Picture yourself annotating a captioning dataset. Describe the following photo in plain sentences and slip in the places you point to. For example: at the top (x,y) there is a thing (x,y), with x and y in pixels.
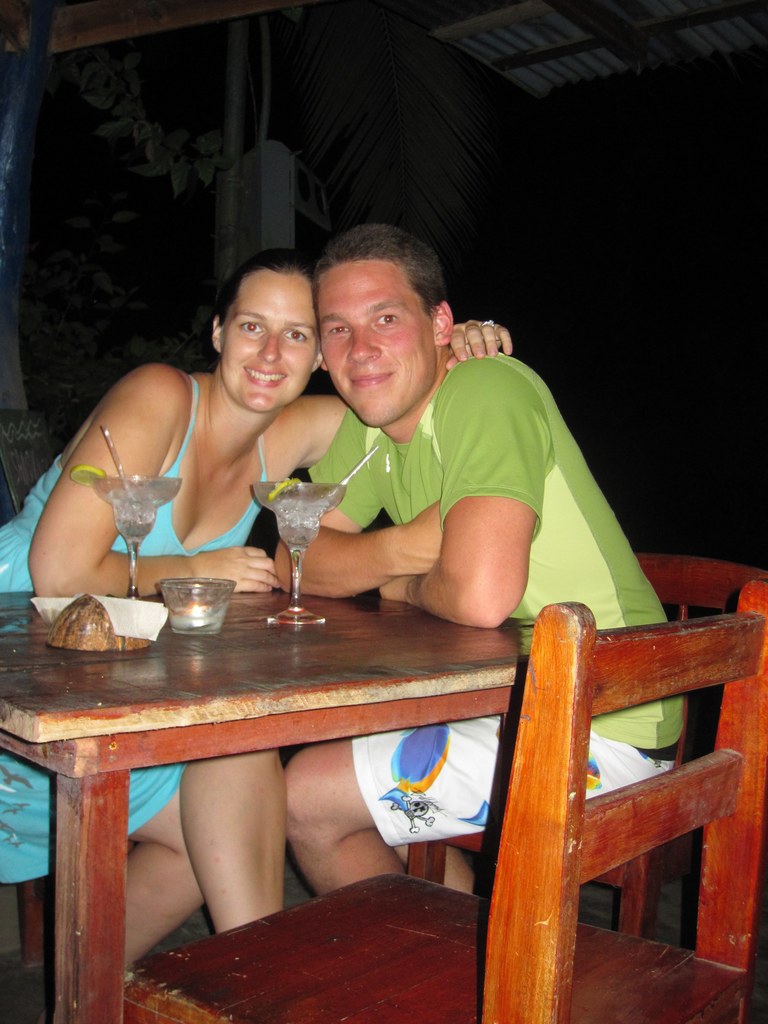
This picture shows a man (447,563) and woman (24,552) seated on the chairs (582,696) and we see wine glasses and a bowl (203,582) on the table (225,632).
